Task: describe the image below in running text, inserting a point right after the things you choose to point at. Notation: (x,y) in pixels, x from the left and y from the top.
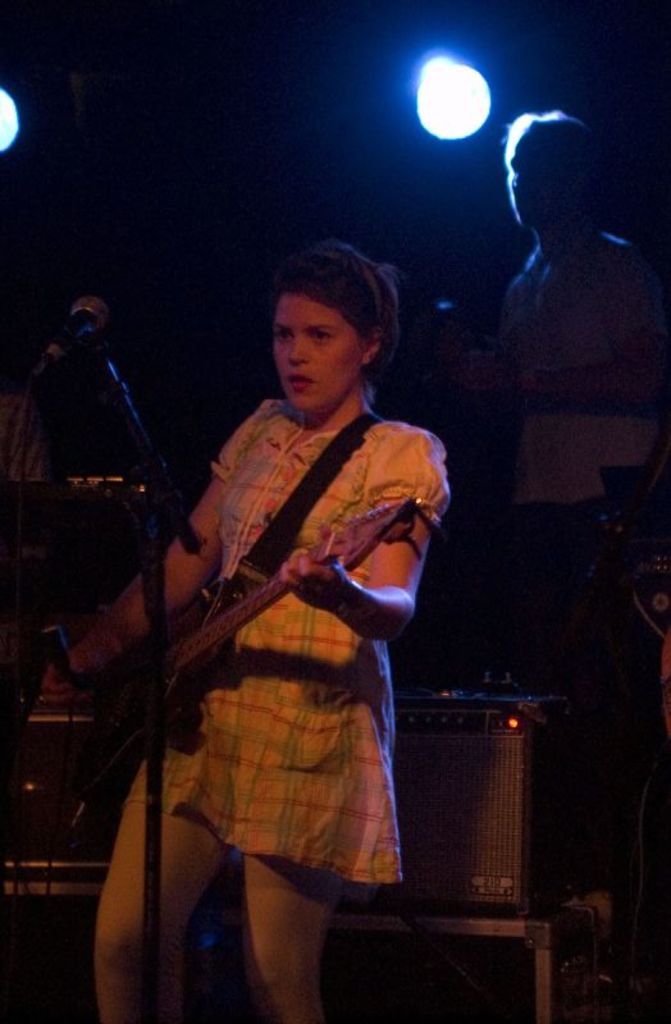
In the image we can see there is a woman (288,897) who is standing and holding guitar (96,671) in her hand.
